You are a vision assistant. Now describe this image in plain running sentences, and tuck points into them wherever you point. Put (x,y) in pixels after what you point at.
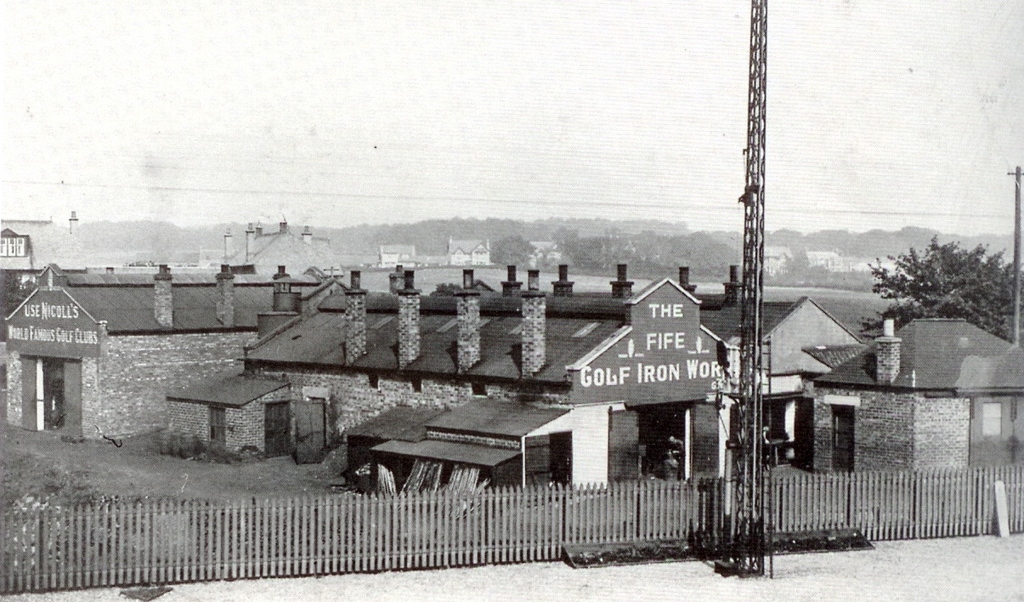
In this image, we can see sheds (247,317), poles (757,304), trees (940,299) and there is a fence (442,545).
